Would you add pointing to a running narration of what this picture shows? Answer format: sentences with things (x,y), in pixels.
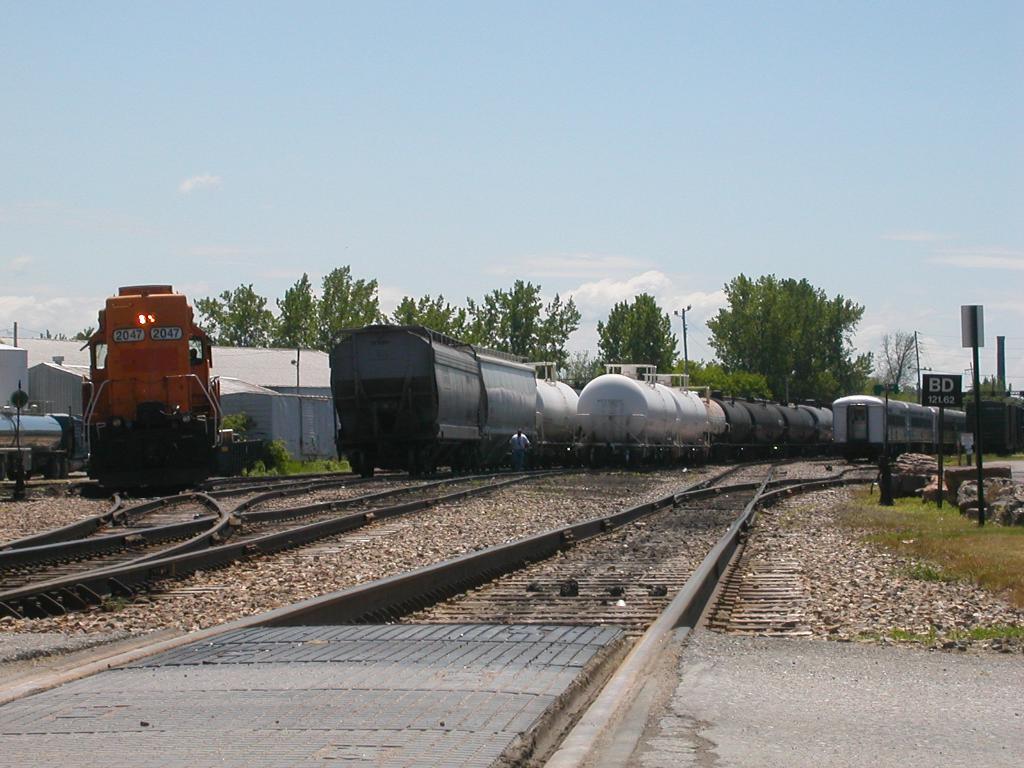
In this picture we can see trains (592,437) on tracks (161,512), boards (932,403), poles (939,433), lights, sheds (272,384), plants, grass (873,516), stones (351,535) and vehicle (53,460). In the background of the image (746,315) we can see trees (772,312) and sky (619,216).
